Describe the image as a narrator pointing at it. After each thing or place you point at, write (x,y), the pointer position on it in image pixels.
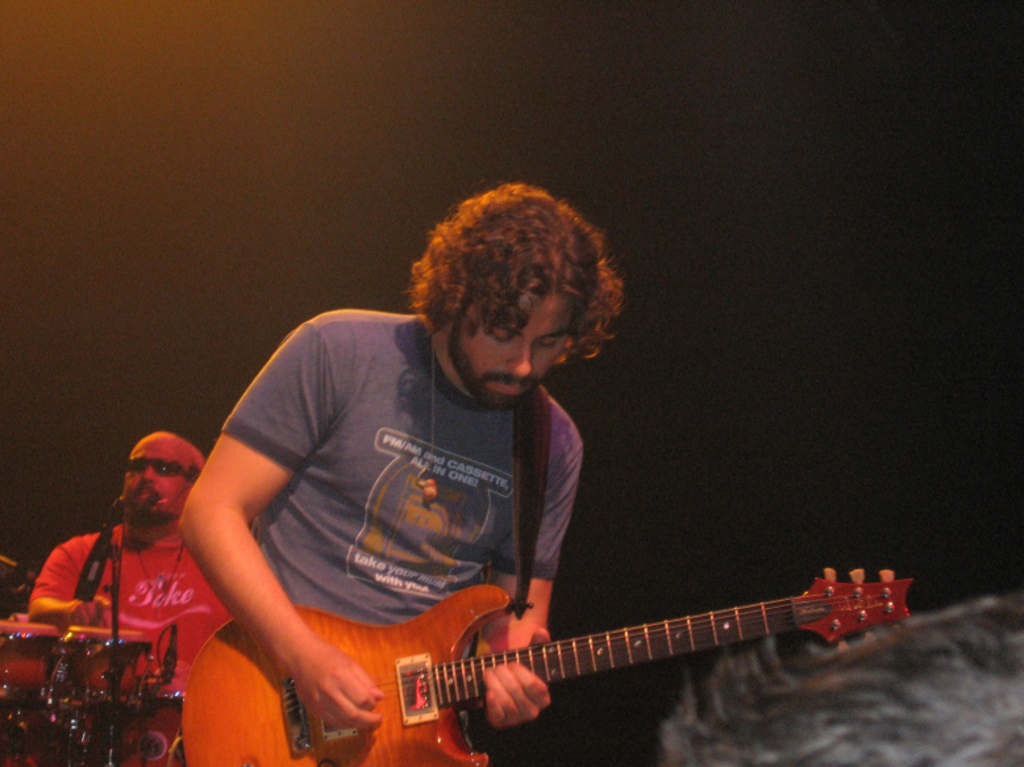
In this picture we can see two man (292,422) playing musical instruments (311,610) such as guitar (267,656), drums (72,630) and in background (177,277) it is blurry and dark.
